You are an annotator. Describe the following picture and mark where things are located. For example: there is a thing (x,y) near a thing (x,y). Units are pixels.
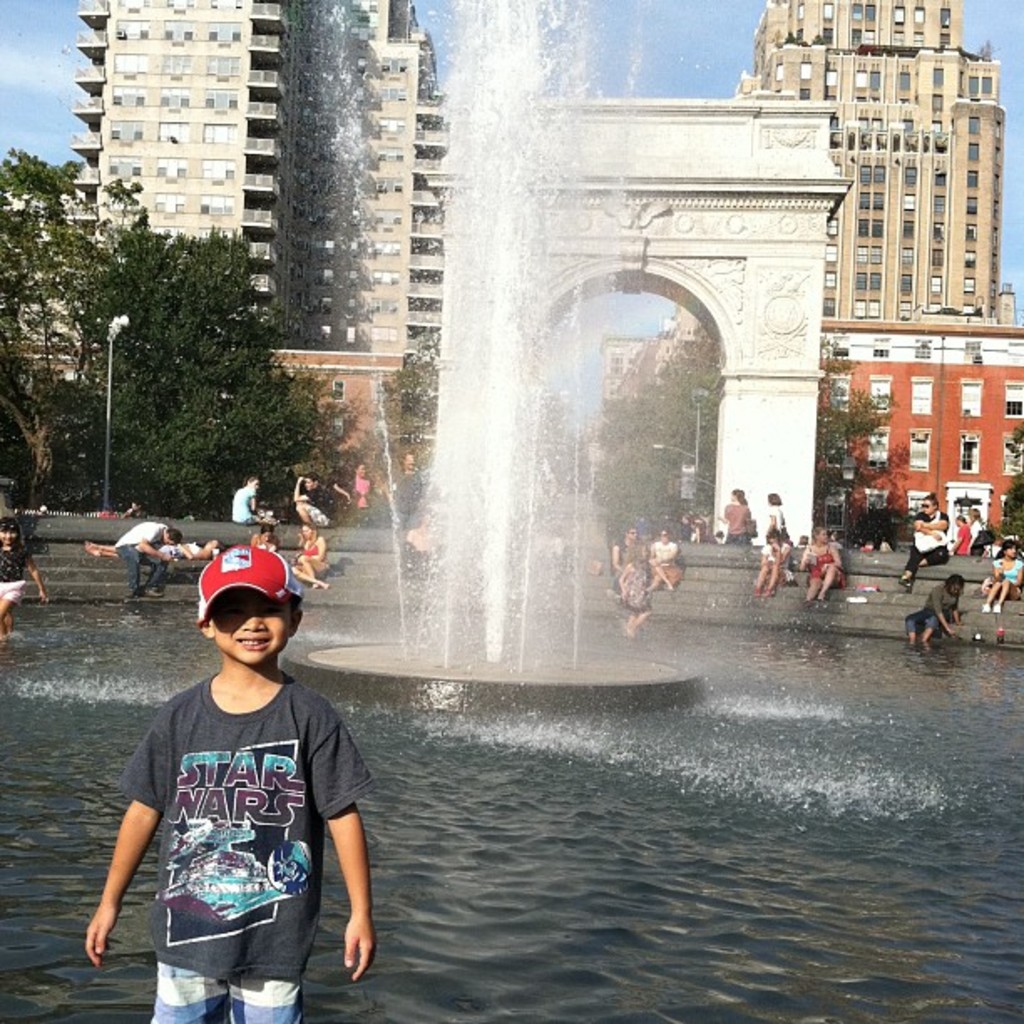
This picture is clicked outside the city. In front of the picture, we see a boy (339,767) who is wearing the red cap (238,591) is standing and he is smiling. Behind him, we see the water (735,971) and the fountain (485,693). Behind that, we see people (252,504) sitting on the staircase (884,603). In the middle of the picture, we see an arch (766,420). There are trees (424,412), street lights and buildings (903,230) in the background (210,8).
